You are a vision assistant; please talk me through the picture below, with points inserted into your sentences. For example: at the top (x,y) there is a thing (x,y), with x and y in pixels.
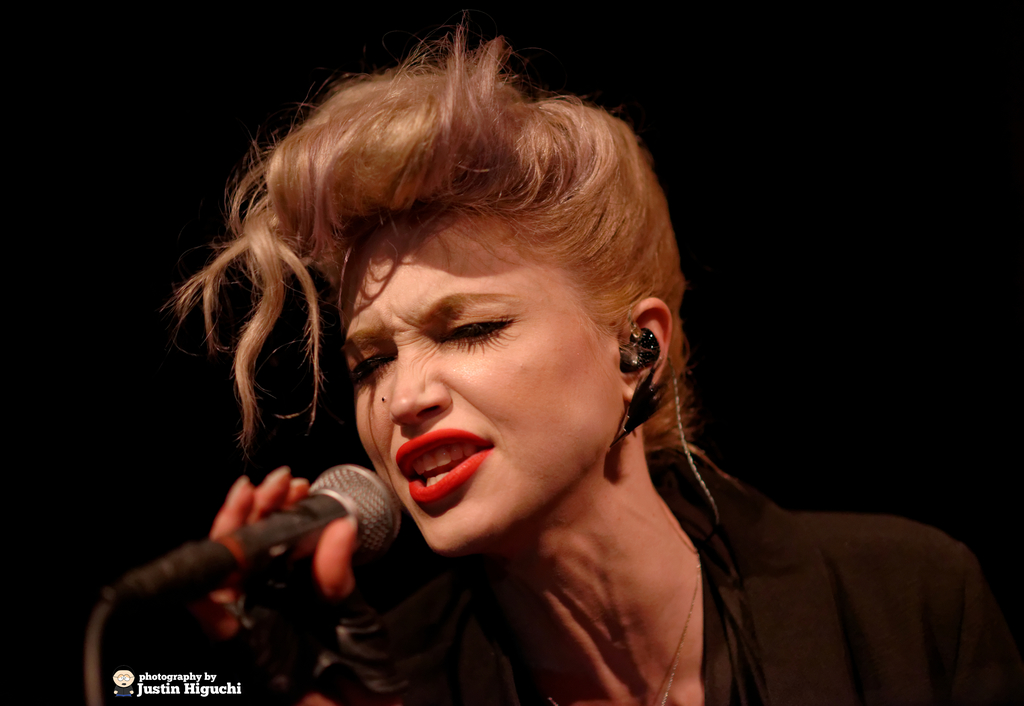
In this image I see a woman (291,681) who is wearing a black dress (1013,699) and she is holding a mic (175,568). In the background (78,433) I see it is dark.
